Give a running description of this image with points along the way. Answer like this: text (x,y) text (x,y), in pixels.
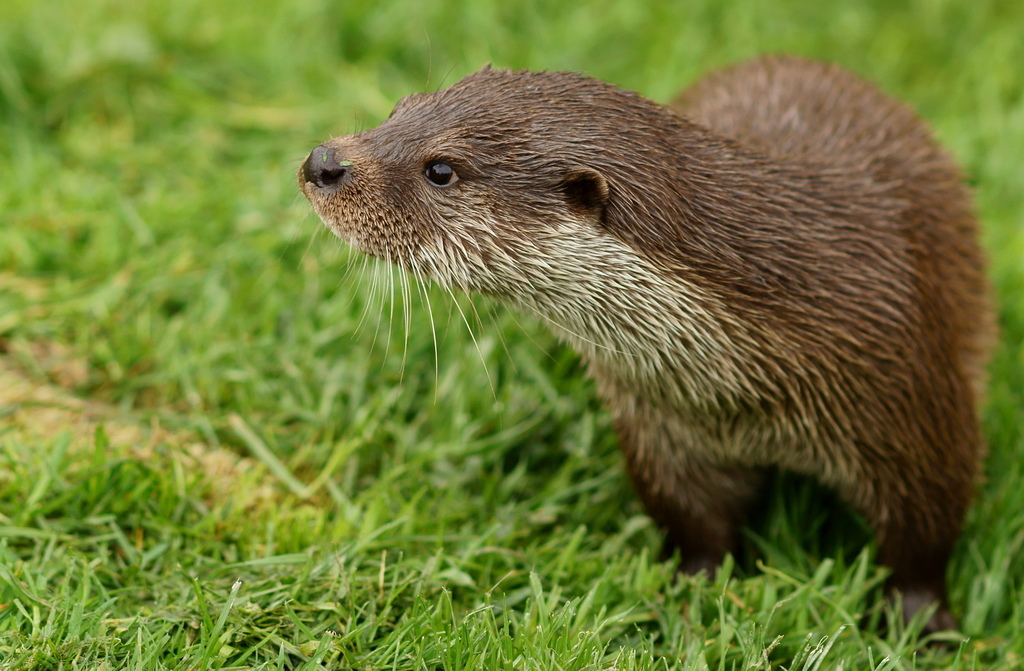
In this picture we can see an animal (721,398) and this is grass (338,534).
